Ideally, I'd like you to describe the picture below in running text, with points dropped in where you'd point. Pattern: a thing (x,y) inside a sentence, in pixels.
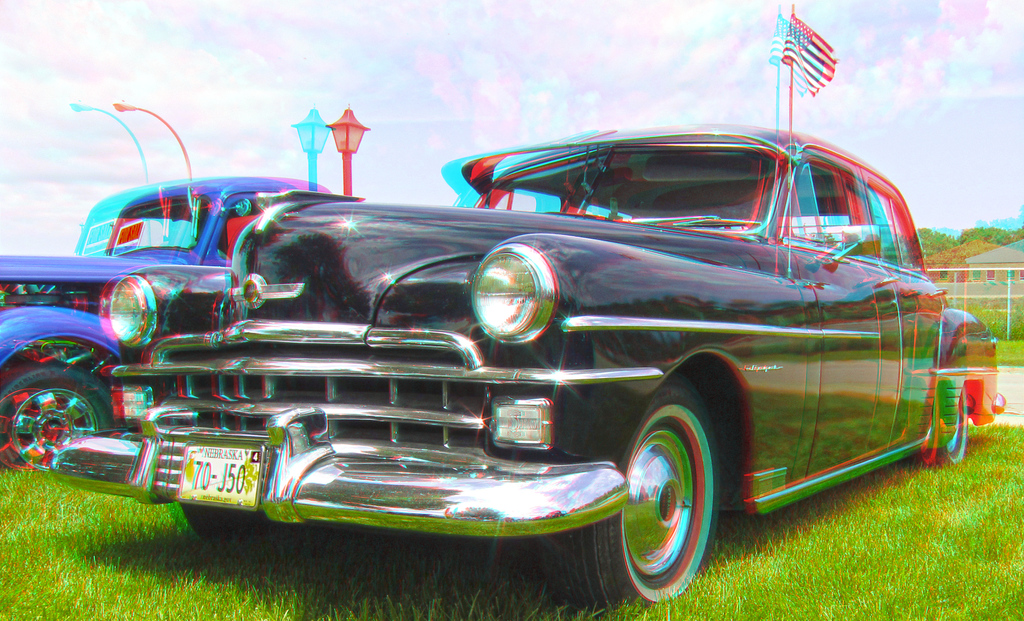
This is a blur image. In this image we can see two cars (486,440) placed on the ground (321,552). We can also see some grass (836,571), the flag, a street lamp (346,186), street pole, a fence (945,285), a group of trees (932,238), a house (992,270) and the sky (919,124) which looks cloudy.
